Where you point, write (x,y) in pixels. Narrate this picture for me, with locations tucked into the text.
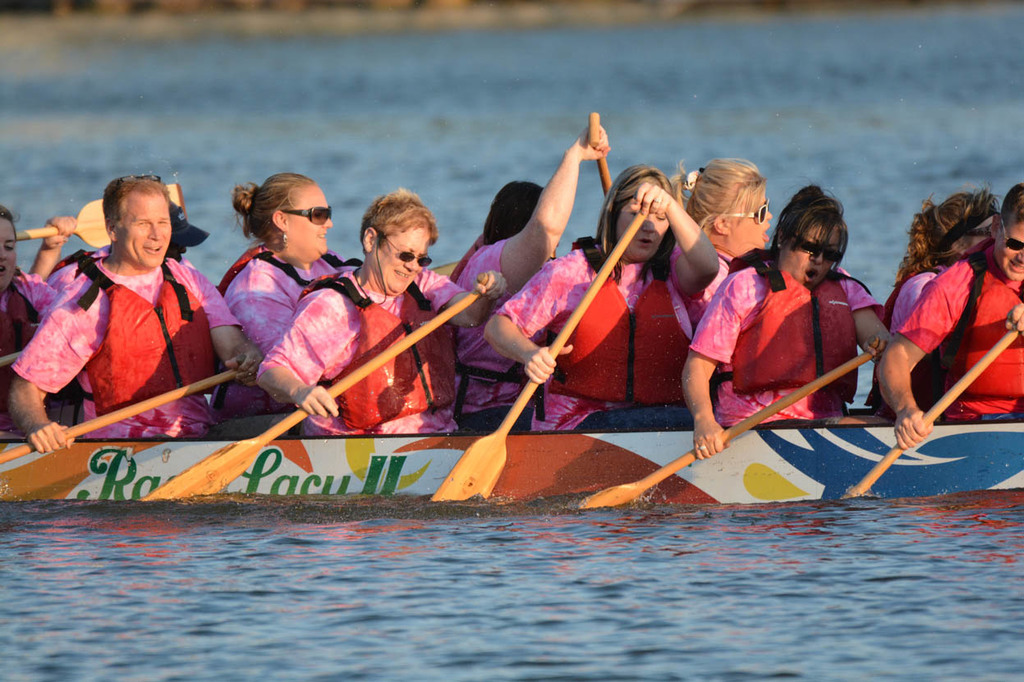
This picture shows few women (489,413) and couple of men (128,266) seated on the boat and in the water (359,513) and we see few of them holding paddle sticks (445,496) in their hands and few of them wore sunglasses (740,213) on their faces (1020,260).
